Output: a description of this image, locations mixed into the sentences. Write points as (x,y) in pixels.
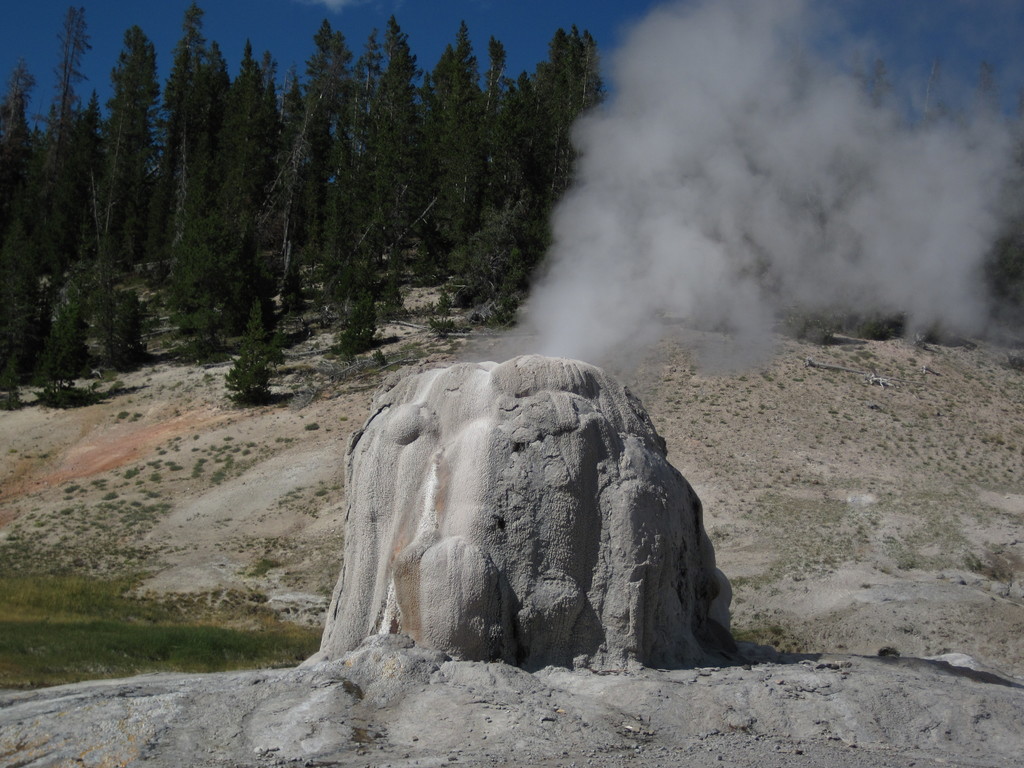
In this image at front (646,635) there is a rock (584,546). At the background (84,239) there are trees (418,210) and sky (835,35).
